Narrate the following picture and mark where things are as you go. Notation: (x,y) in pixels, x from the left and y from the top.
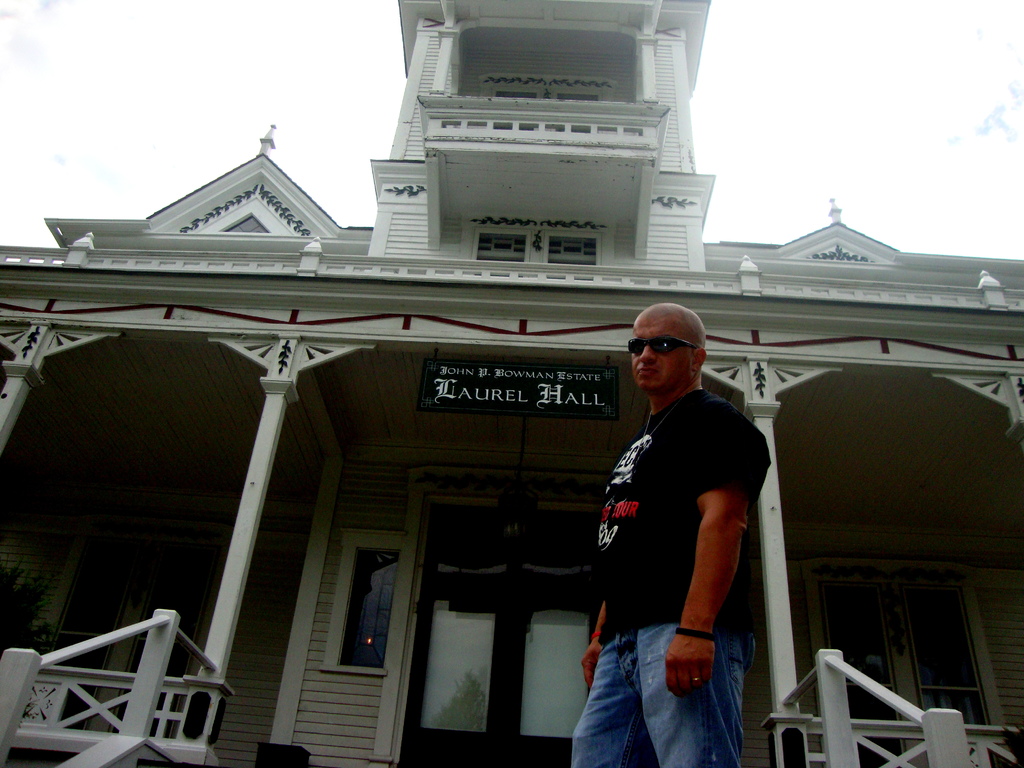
In this image I can see the person (603,573) standing and wearing the black and blue color dress (658,606) and also goggles (677,342). To the side of the person (664,361) I can see the building (194,300) which is in white color. And there is a black color board (438,380) to the building (341,321). In the background (333,68) there is a sky (836,84).
